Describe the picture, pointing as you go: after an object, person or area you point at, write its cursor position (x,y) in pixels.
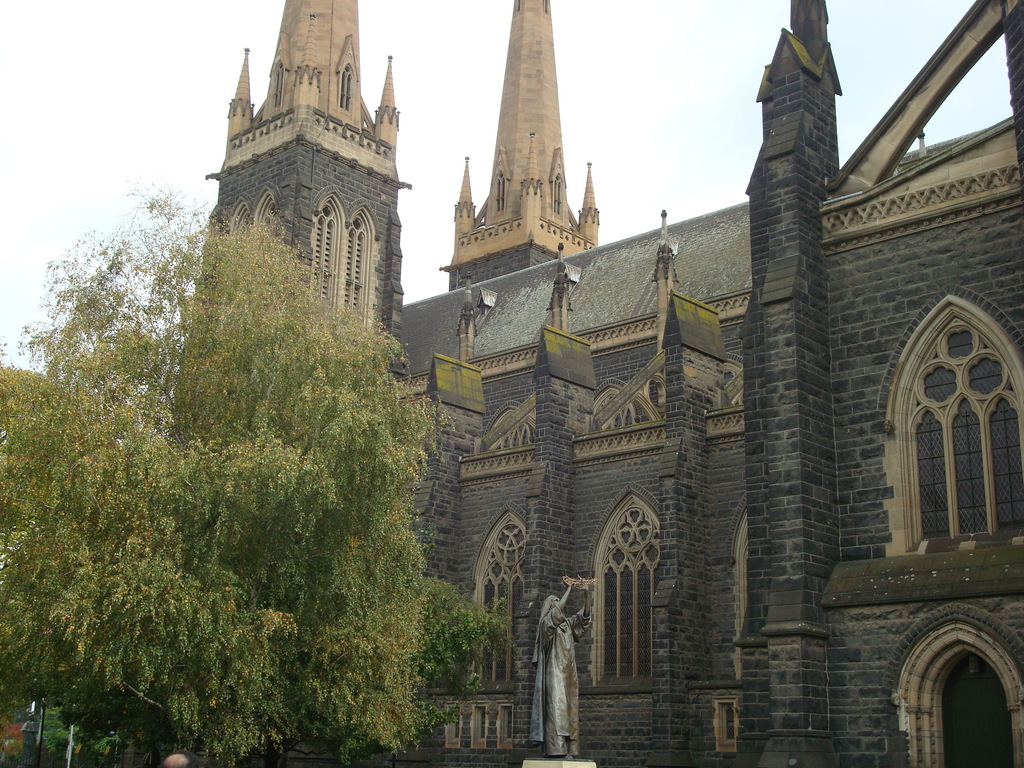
This picture might be taken from outside of the city. In this image, on the left side (252,582), we can see some trees (172,406). In the middle of the image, we can see a statue (565,706). On the right side (752,469), we can see a building (748,433), glass window (964,474). At the top (712,206), we can see a sky (662,119).
